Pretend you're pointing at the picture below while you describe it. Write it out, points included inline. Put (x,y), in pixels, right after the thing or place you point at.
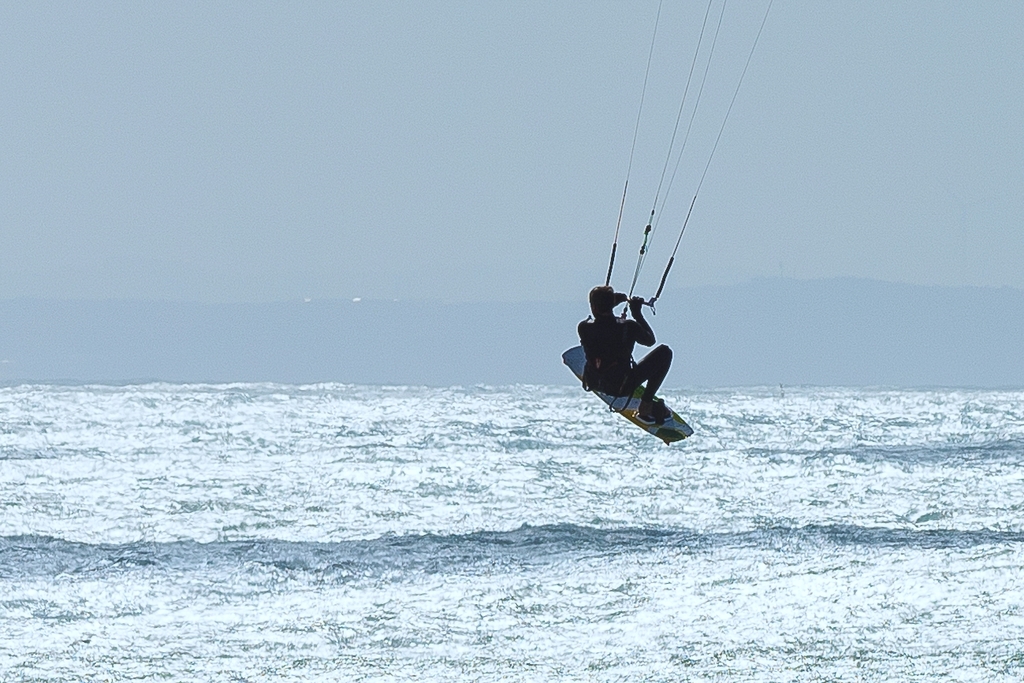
In this image a person (660,365) is holding a rod (649,300) having strings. He is wearing surfboard (629,400) and flying in air (641,283). Bottom of image (529,487) there is water (466,528) having tides (470,523). Top of image (426,151) there is sky (556,187).
